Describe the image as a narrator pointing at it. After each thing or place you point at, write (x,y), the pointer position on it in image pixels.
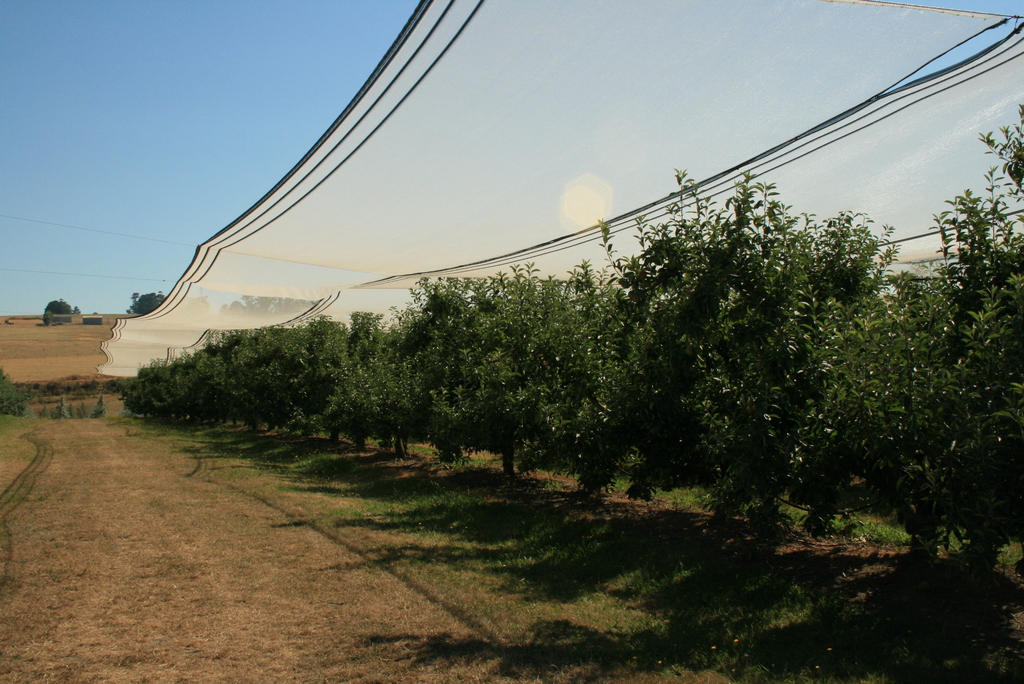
These are the trees (263,380) with branches (550,372) and leaves (903,348). This looks like a cloth (882,118), which is hanging above the trees (918,350). I can see the sky (984,45).
